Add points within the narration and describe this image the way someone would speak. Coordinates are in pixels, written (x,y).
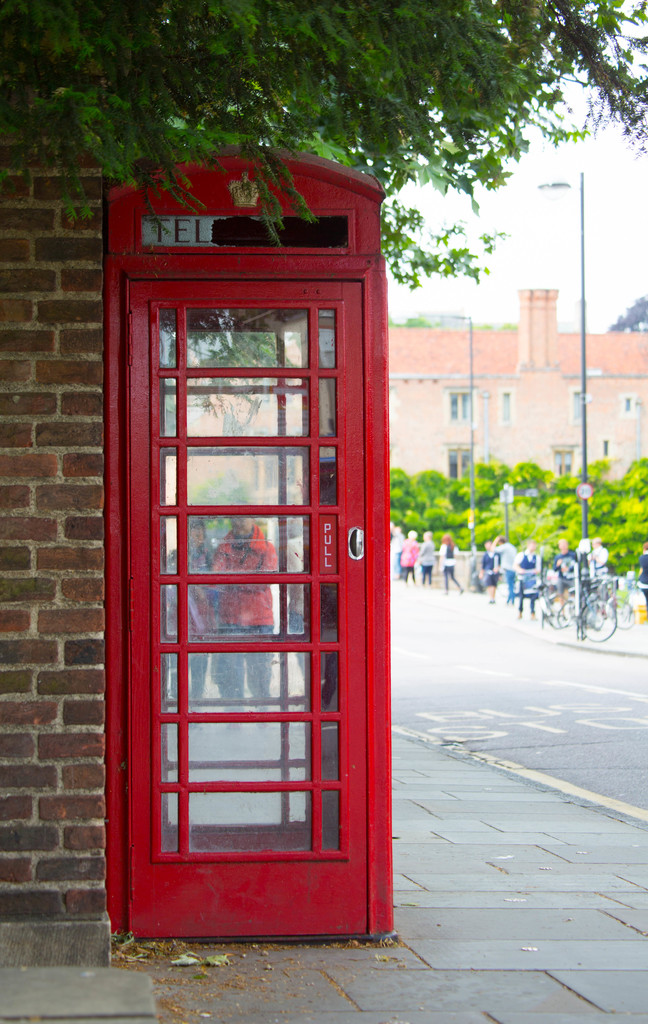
In the middle of the image (248,569) there is a telephone booth (375,250). Behind the telephone booth (382,277) few people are standing and walking and there are some bicycles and trees (628,514) and poles (474,431) and sign boards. At the top of the image (417,4) there is a tree (115,136). Behind the tree (368,73) there is sky (612,218).
